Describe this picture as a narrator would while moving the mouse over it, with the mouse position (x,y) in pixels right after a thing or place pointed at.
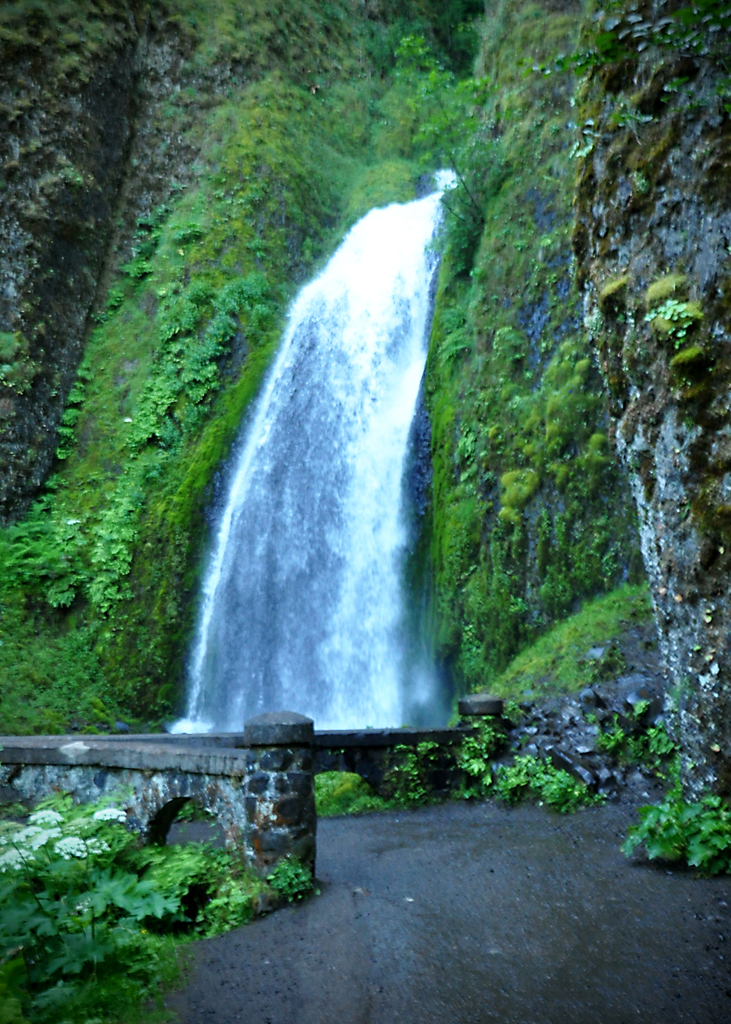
In the image there is a water fall (321,545) on a hill (295,141) covered with plants (110,421) and algae (329,15), in the front there is a road (655,866) with fence (289,748).
